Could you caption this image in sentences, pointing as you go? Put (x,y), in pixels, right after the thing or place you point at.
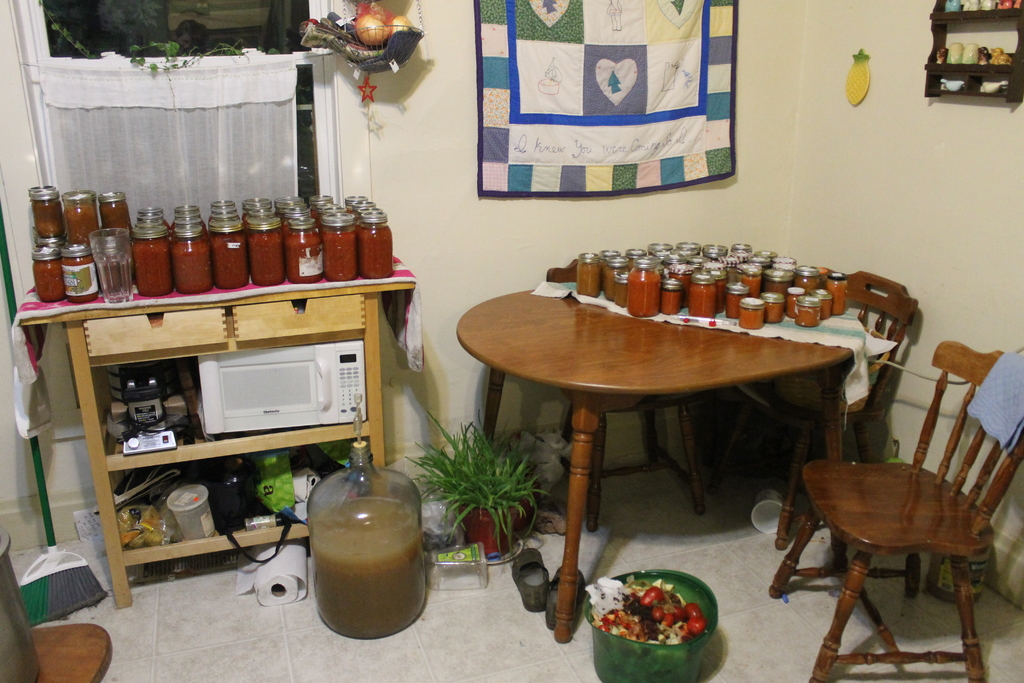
Here we can see jars (767,314) full of something present on the table (578,391) at the right side (703,360) and at the left side (263,262) and we can see a chair (937,360) at the bottom right side (968,537) and we can see a plant (522,516) present the middle there is a jug (392,487) of liquid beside it and we can see a microwave oven (201,364) in the rack (271,436) of table (237,343) and behind that we can see a curtain (149,141) present.
